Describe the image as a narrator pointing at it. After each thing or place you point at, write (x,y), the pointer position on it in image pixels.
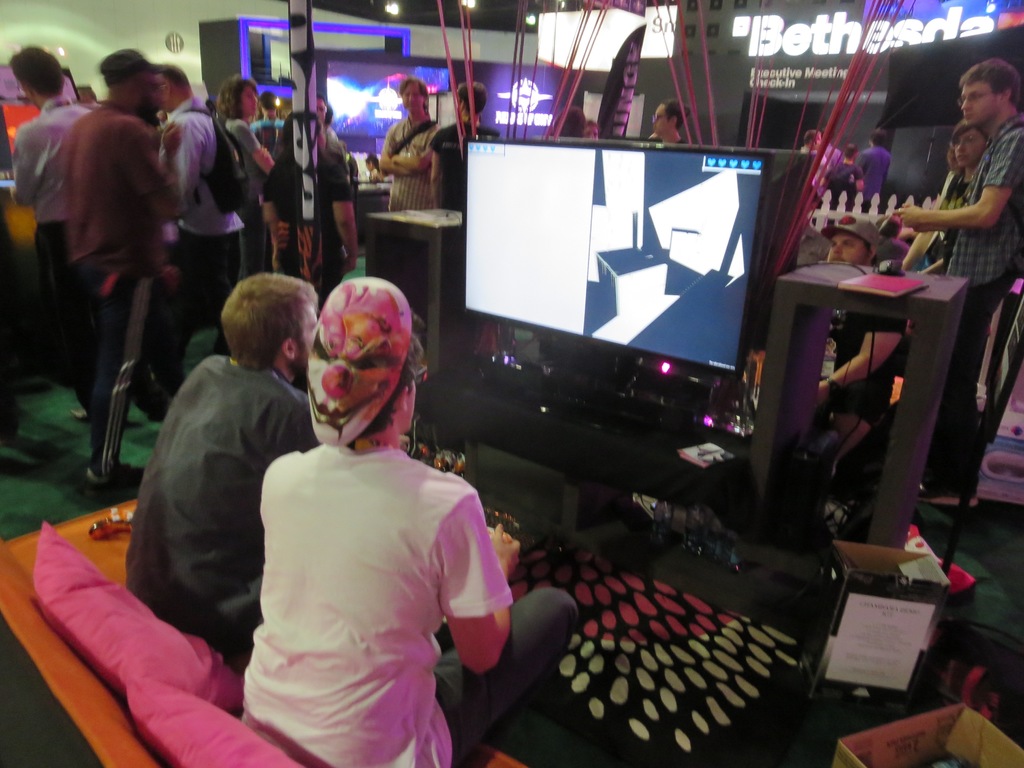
In this image I can see there are two persons (397,461) sitting on sofa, back side of them there are two pillows (181,692), in front of them there are two boxes (925,728) kept on floor (1011,593), in the bottom right (911,738), on the right side (952,289) there is a table (931,286), on the table (938,315) there is a mouse (899,267) and book (874,287), there are three persons (948,204) visible on the right side (857,231), in the middle (506,292) there are crowd of peoples (443,138), tables (440,225), screen (370,104), wall (487,54), some lights (927,13) text (839,46) visible on board (866,19).
